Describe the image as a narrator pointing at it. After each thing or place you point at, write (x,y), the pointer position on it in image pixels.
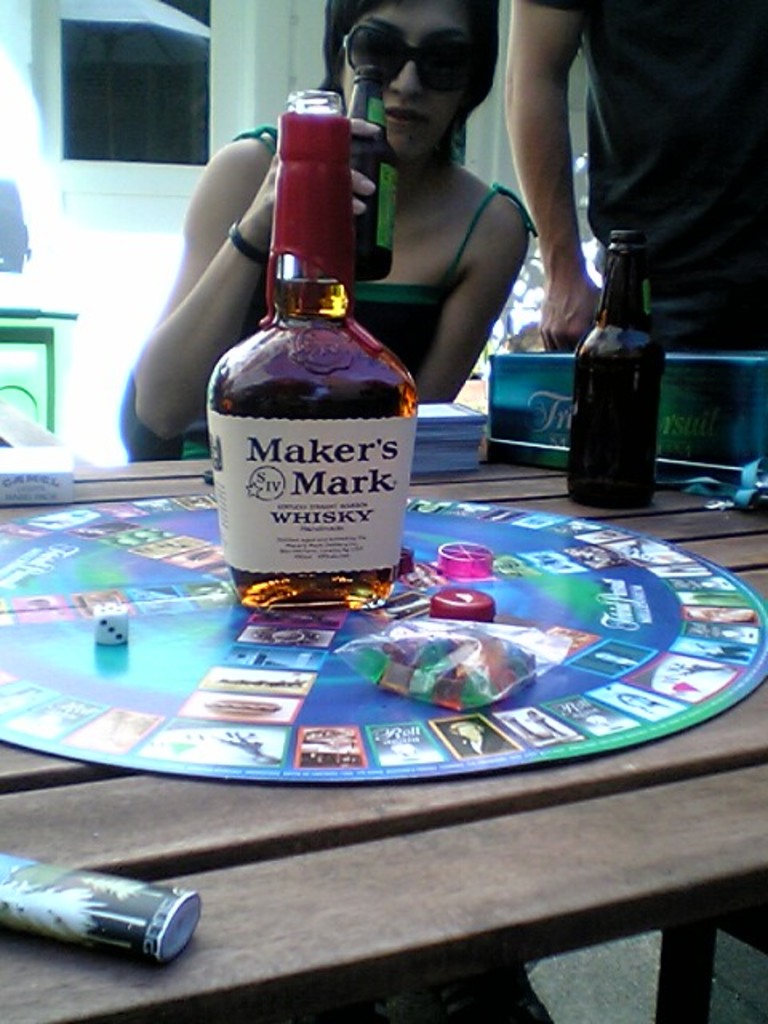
It's a whisky bottle (312,119) on the table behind it there is a woman (401,166).
